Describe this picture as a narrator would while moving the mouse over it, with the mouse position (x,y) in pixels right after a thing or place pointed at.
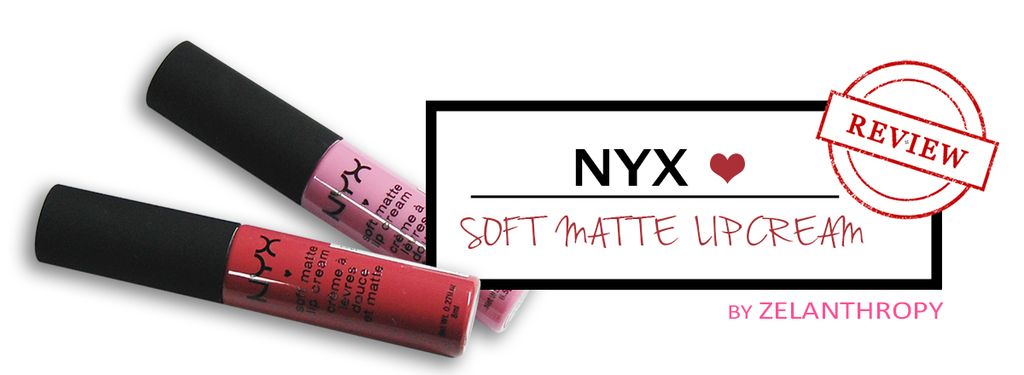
We can see lipsticks (398,192) and some information (807,194). In the background (555,52) it is white.
